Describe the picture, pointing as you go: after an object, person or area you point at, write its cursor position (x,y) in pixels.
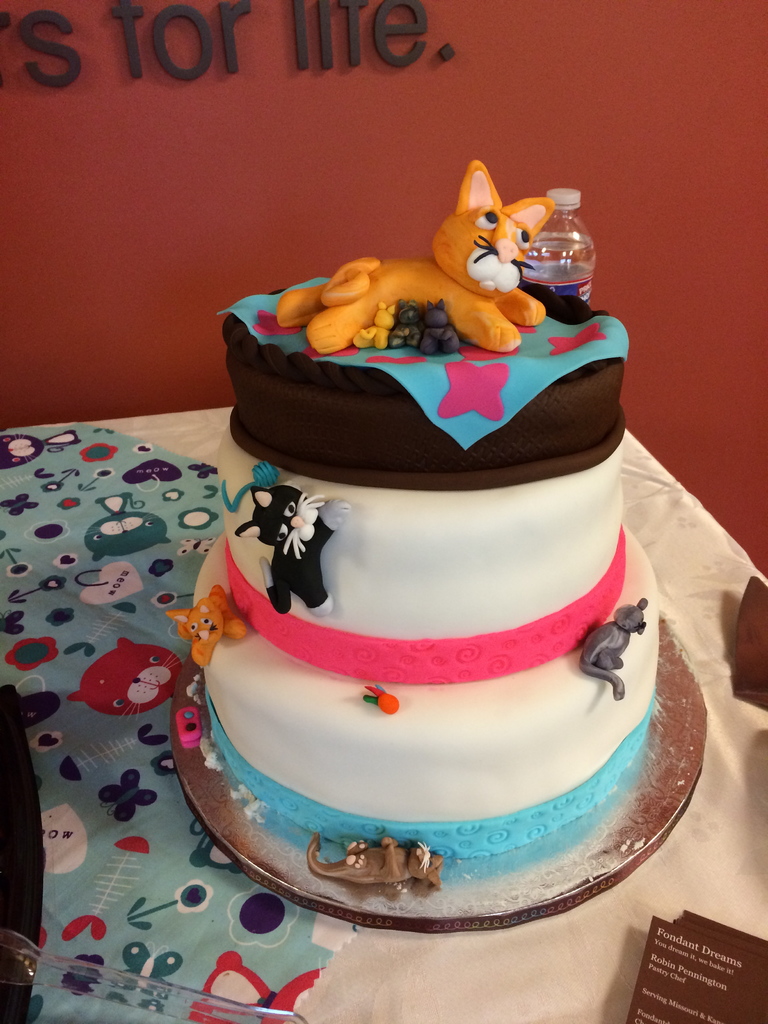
In this image i can see a table (614,979) on which there is a white cake (465,616) and few animals (417,319) decorated in it. I can see a cloth (444,951), a piece of paper (677,956), a glass bowl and a bottle (550,246) on the table (474,968). In the background (625,194) i can see the wall (621,60).
